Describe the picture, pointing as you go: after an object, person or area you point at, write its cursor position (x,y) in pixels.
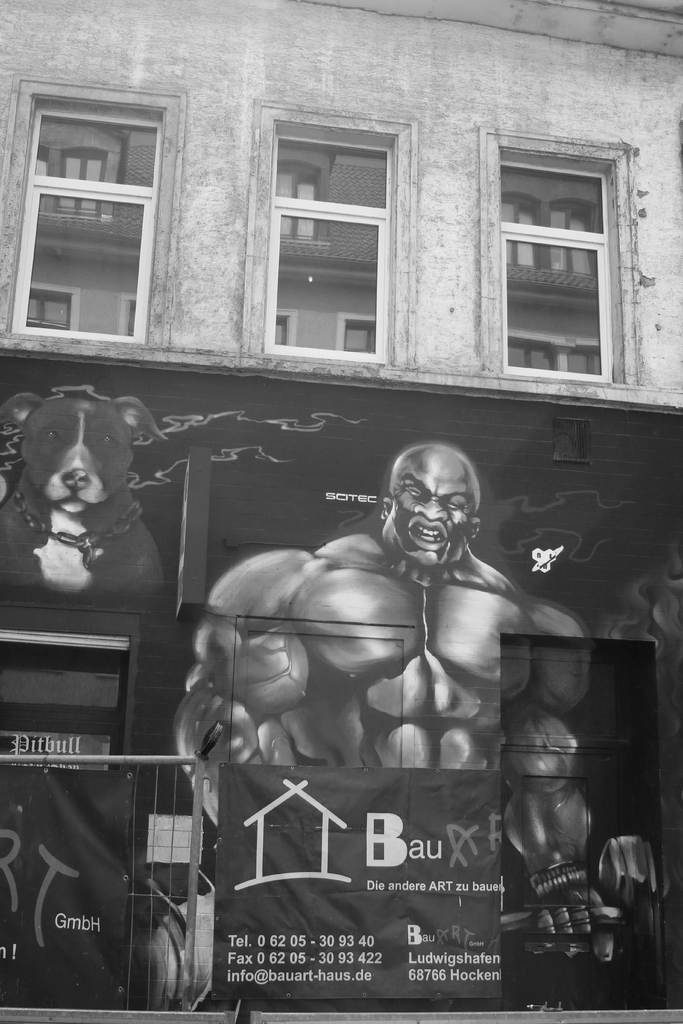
Here we can see a building (453,170) and windows (343,211). On this wall (323,583) we can see painting (347,721) of a person (474,744) and a dog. In front of this building (232,579) we can see a grill (180,764) and banners (291,881).
